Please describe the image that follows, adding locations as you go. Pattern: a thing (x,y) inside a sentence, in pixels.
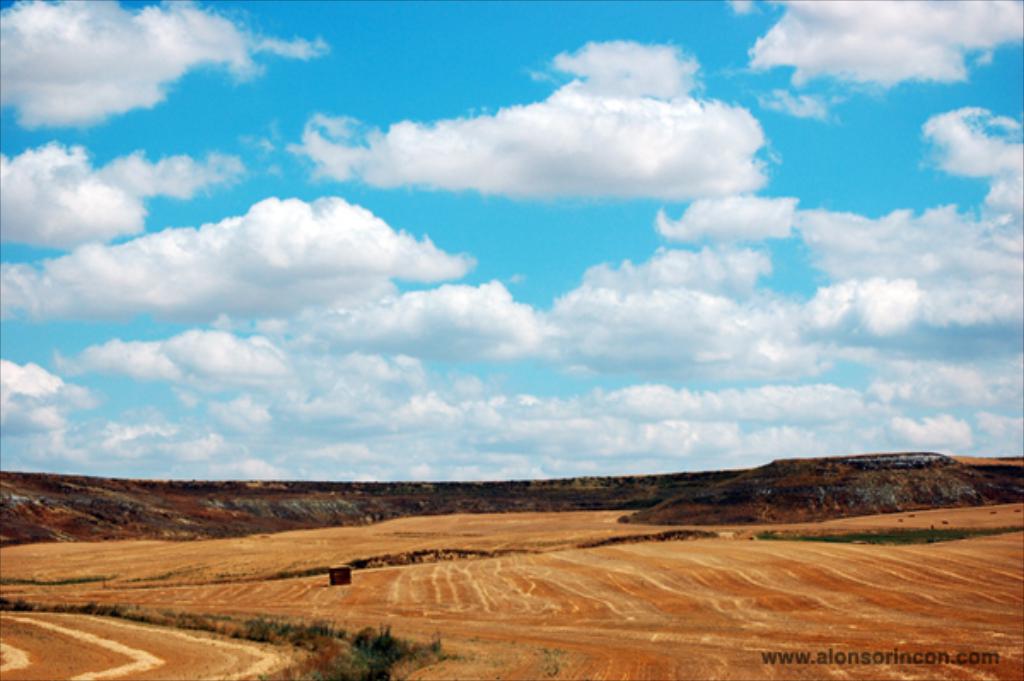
At the bottom of the picture (527,555) there are fields (407,633), trees (360,635) and hills (276,486). Sky (359,267) is sunny.
